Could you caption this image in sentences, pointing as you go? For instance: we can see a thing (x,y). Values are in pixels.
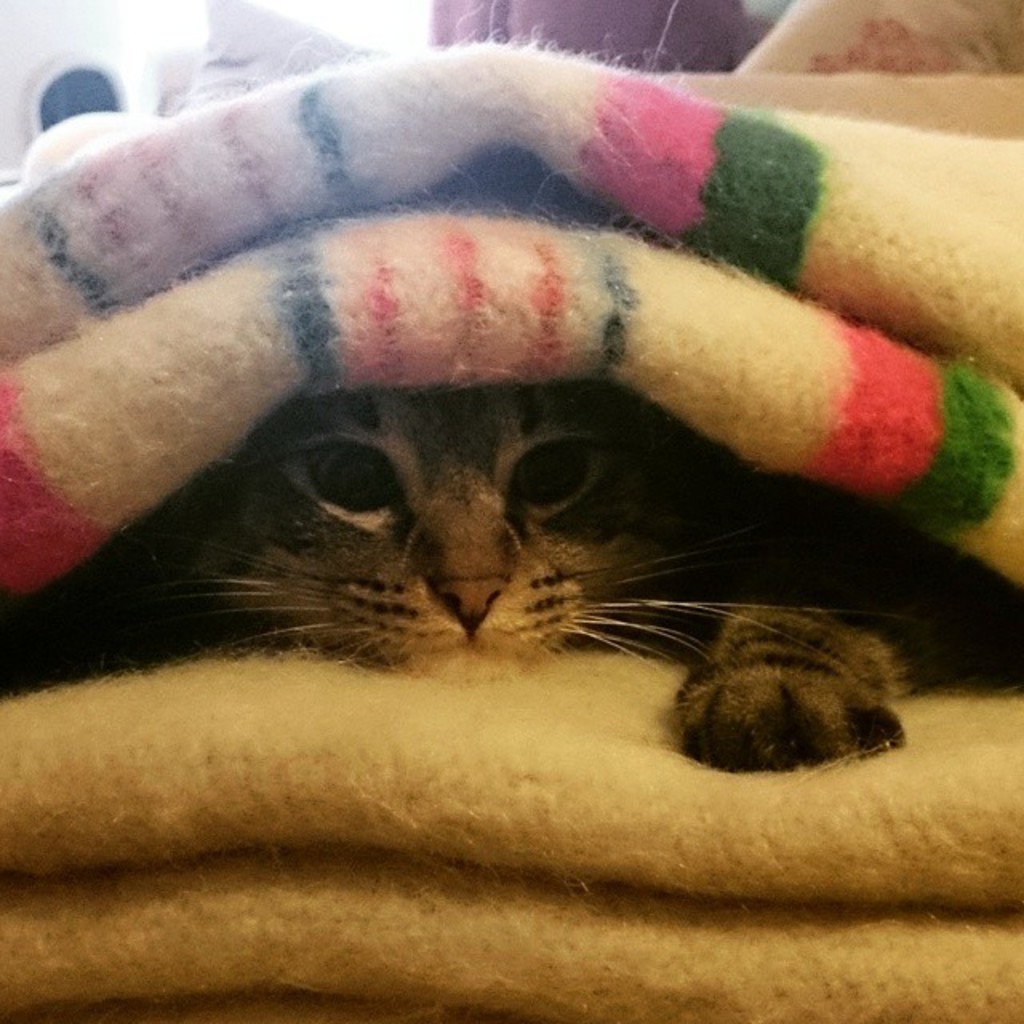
In this image there is a cat (444,548) in the middle (432,540) which is sitting on the bed (378,710). Above the cat (415,652) there are two blankets (339,261). At the top (577,13) there is a pillow (312,42). Beside the pillow (262,42) it looks like a wall (70,25).
